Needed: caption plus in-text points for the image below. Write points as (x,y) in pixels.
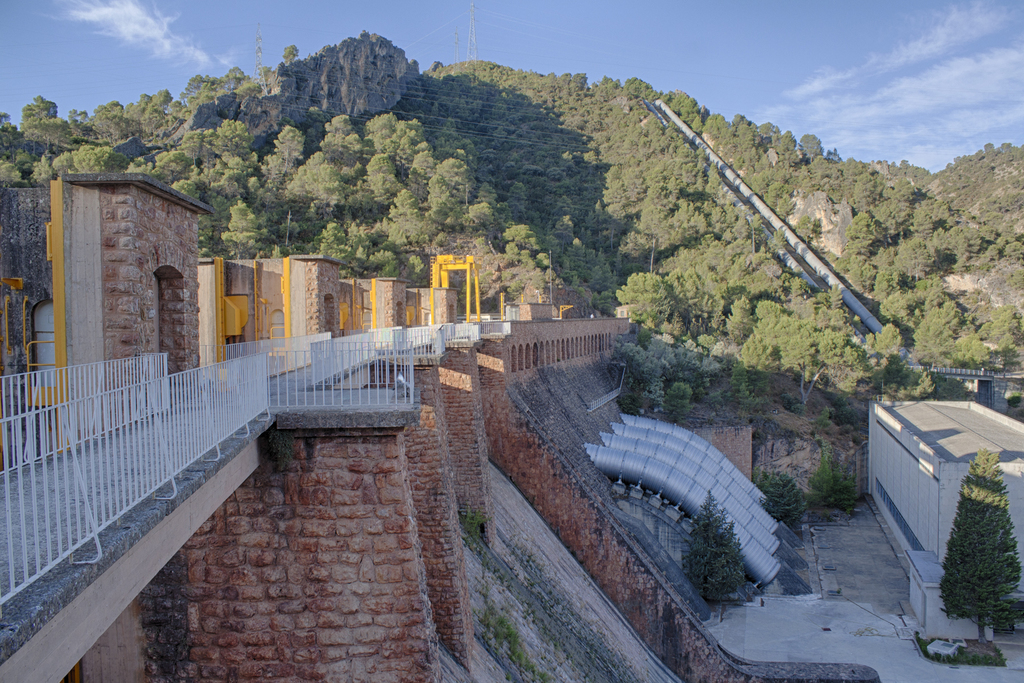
In this picture it looks like dam (182,329) and we can see shelters (384,291), shed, trees (973,587), bridge (200,464), railings (311,368), hills (527,289) and pipes (694,497). In the background of the image (914,108) we can see the sky (944,76).
